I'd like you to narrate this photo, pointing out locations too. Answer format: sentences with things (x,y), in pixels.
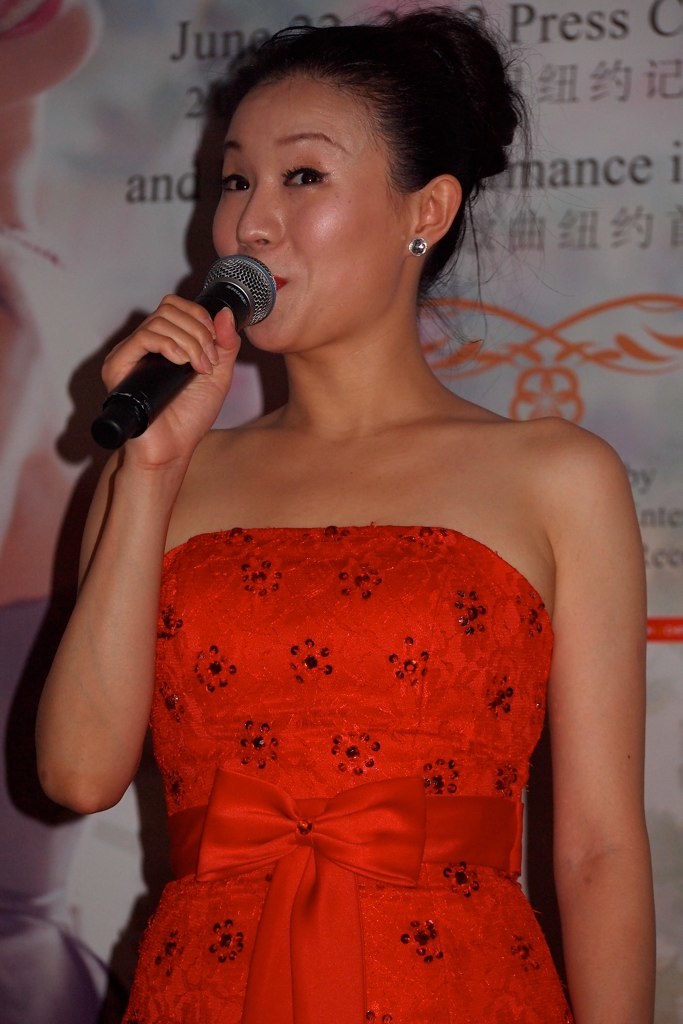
In this image, there is a lady (452,845) in red dress (441,588), holding a mike (249,275) in her hand (186,313) and standing. In the background (51,300) there is a board (89,878). It looks as if the picture is taken inside a hall (641,284).
